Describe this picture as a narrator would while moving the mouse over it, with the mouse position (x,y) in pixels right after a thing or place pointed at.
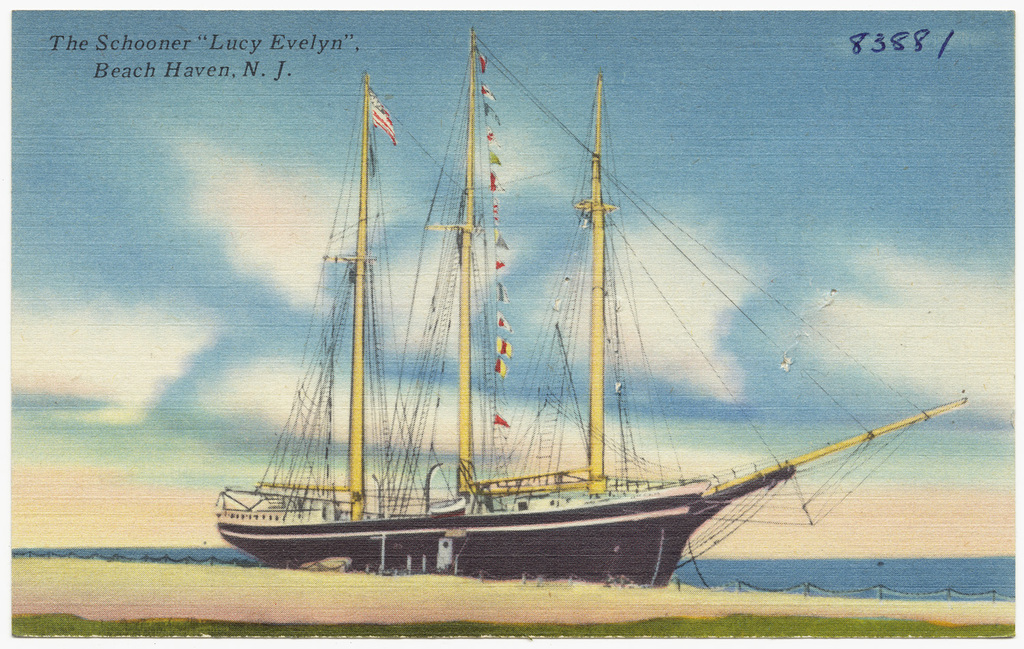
This image looks like a painting in which I can see a boat (675,543) on the sand (648,606), fence (782,588) and the sky (660,371).
